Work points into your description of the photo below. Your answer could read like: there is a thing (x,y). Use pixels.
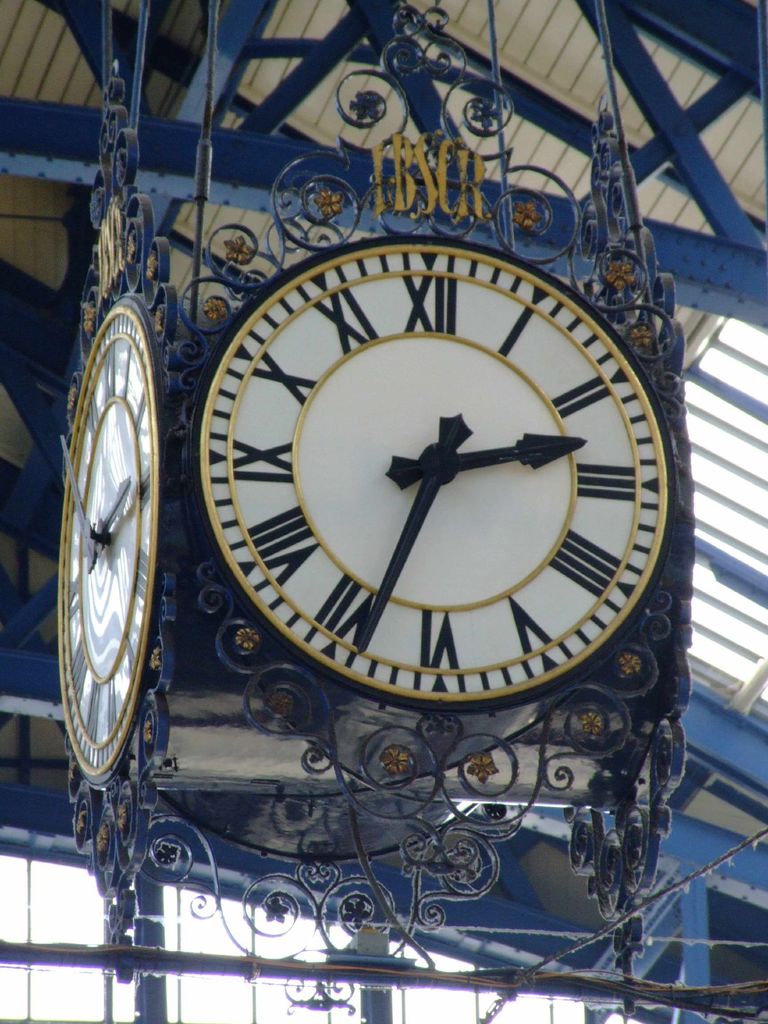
In this picture I can see clocks (506,292) hanging to the roof (569,204) and there are iron rods (569,204).
